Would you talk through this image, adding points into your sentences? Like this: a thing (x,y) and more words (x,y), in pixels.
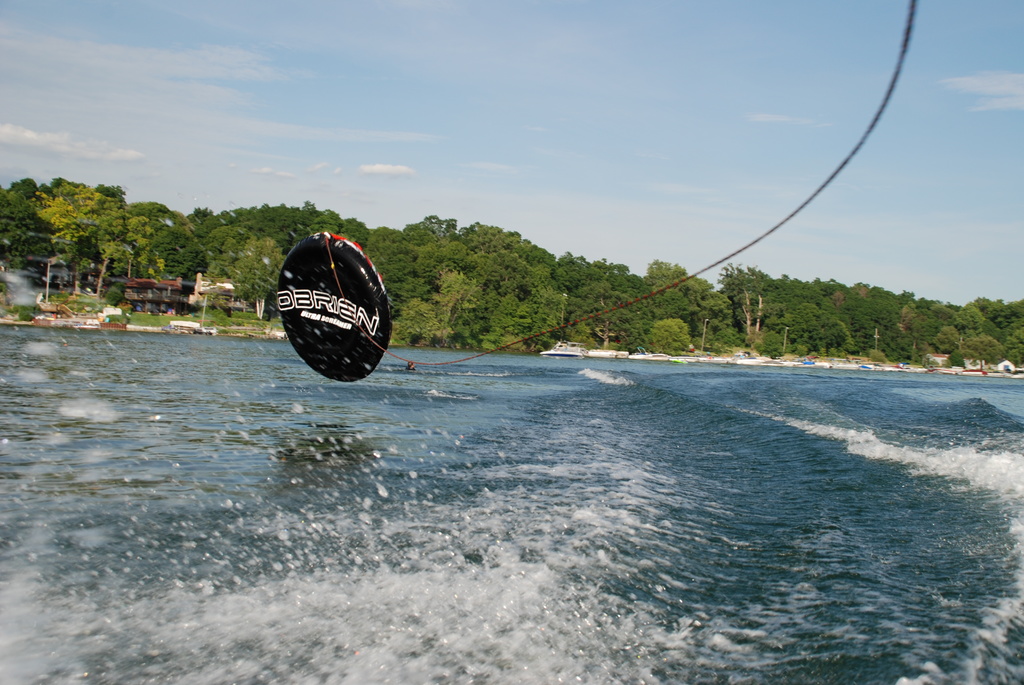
This is an outside view. At the bottom (294,568), I can see the water (634,440). On the left side (331,303) there is a raft (341,293) along with the rope (685,281). In the background (230,250) there are many trees (465,295) and boats (766,359) on the water (677,406). On the left side (137,292) there are few buildings (155,298). At the top of the image (442,77) I can see the sky (363,123).
